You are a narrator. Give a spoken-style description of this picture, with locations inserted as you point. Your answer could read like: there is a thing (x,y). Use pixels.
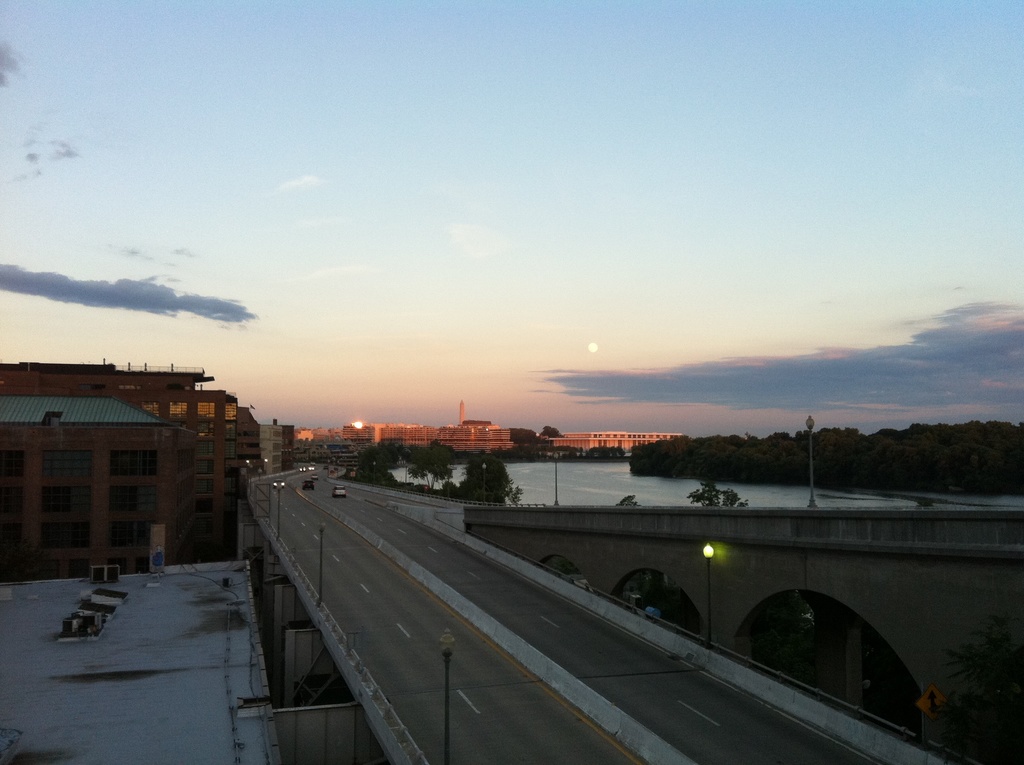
This is the picture of a city (475,538). There are vehicles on the road (715,734). At the back (253,440) there is a bridge (717,611) and there are buildings (19,480), trees (981,737) and poles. At the top (516,136) there is sky (516,136) and there are clouds (1008,373) and there is a moon (591,350). At the bottom (335,525) there is a road (540,645).
